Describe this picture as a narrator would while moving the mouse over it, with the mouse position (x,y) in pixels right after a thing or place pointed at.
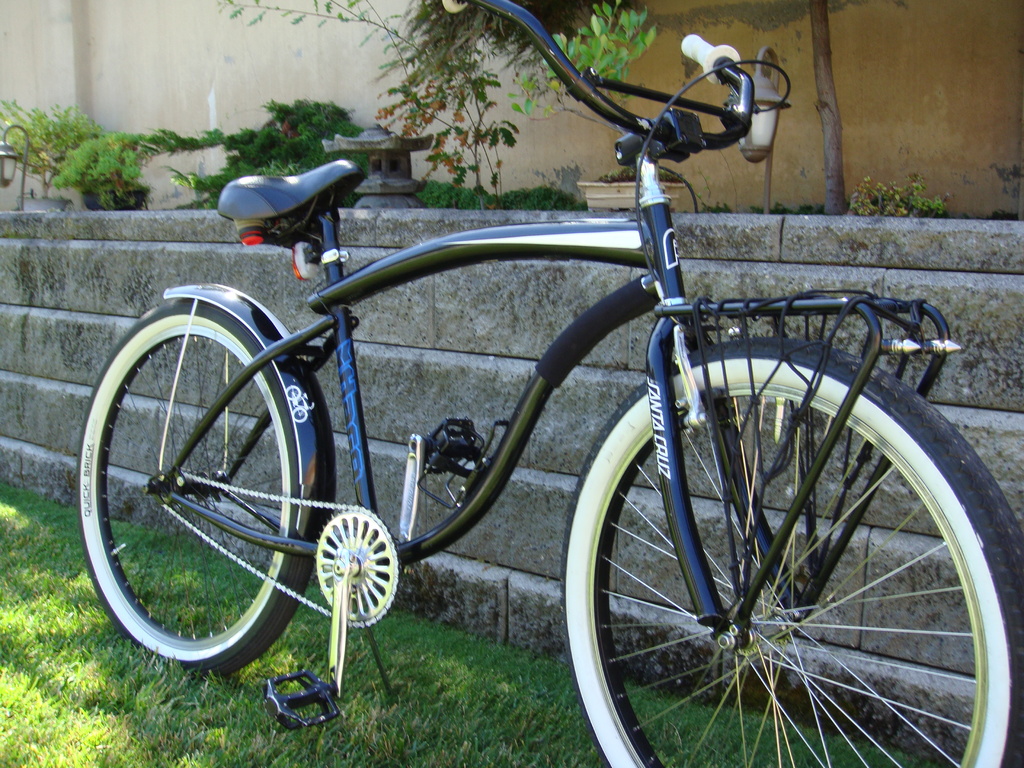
In this image there is a cycle (312,508) parked on the ground (65,684). There is grass (79,706) on the ground (80,683). There is text (658,437) on the cycle (636,449). Behind the cycle (529,424) there is a wall (54,215). There are plants (302,132) behind the wall (59,240).
